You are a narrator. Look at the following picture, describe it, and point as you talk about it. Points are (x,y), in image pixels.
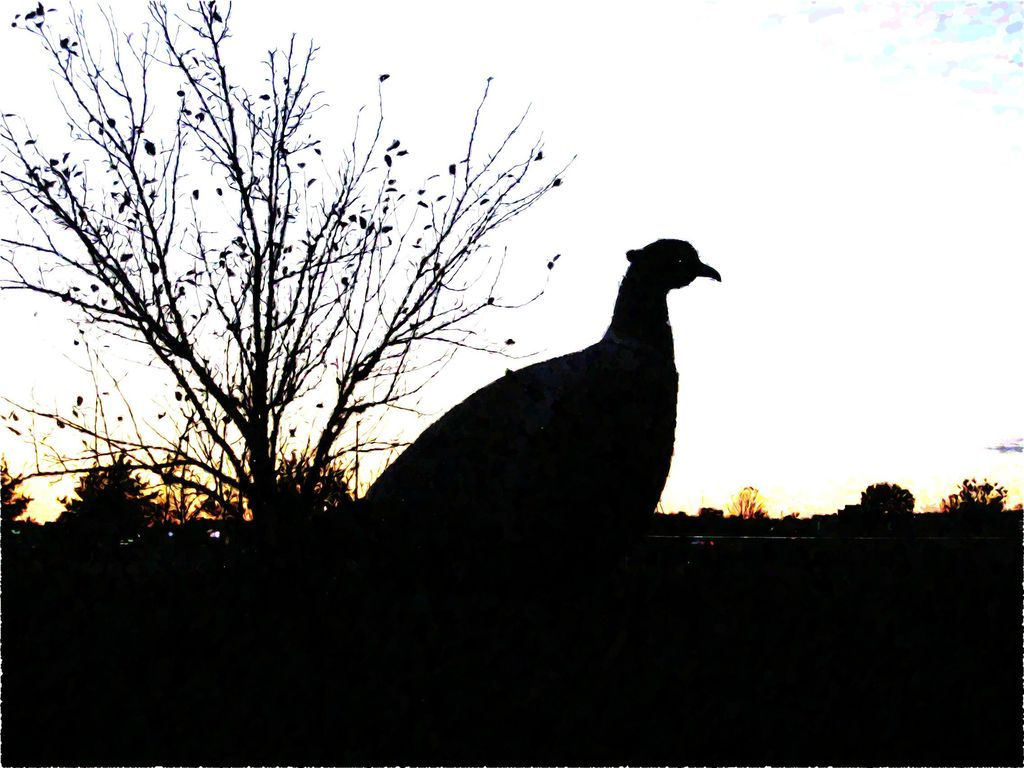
In this picture there is a bird (487,539) who is standing on the ground (807,681). In the background (356,497) I can see many trees (27,528). At the top (653,133) I can see the sky (634,80) and clouds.
